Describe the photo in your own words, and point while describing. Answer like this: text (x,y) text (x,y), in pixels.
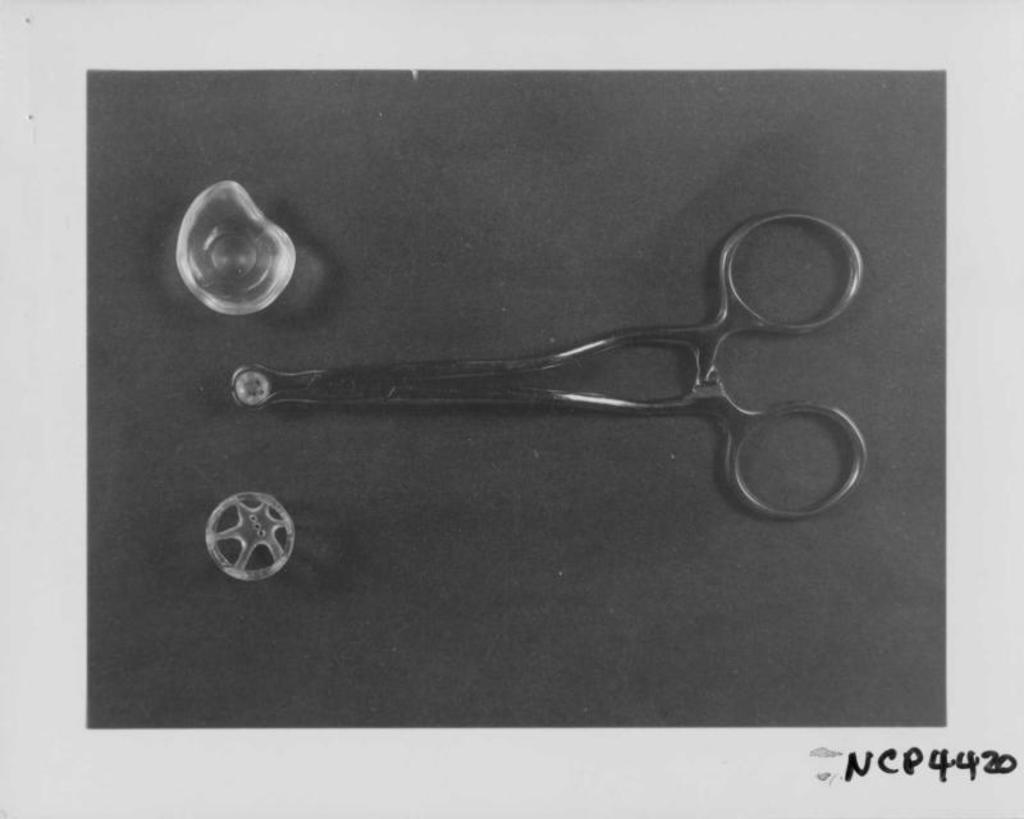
In this picture I can see scissors (710,408) and couple of rubbers (248,541) and I can see a number (877,768) at the bottom right corner of the picture (916,751).
